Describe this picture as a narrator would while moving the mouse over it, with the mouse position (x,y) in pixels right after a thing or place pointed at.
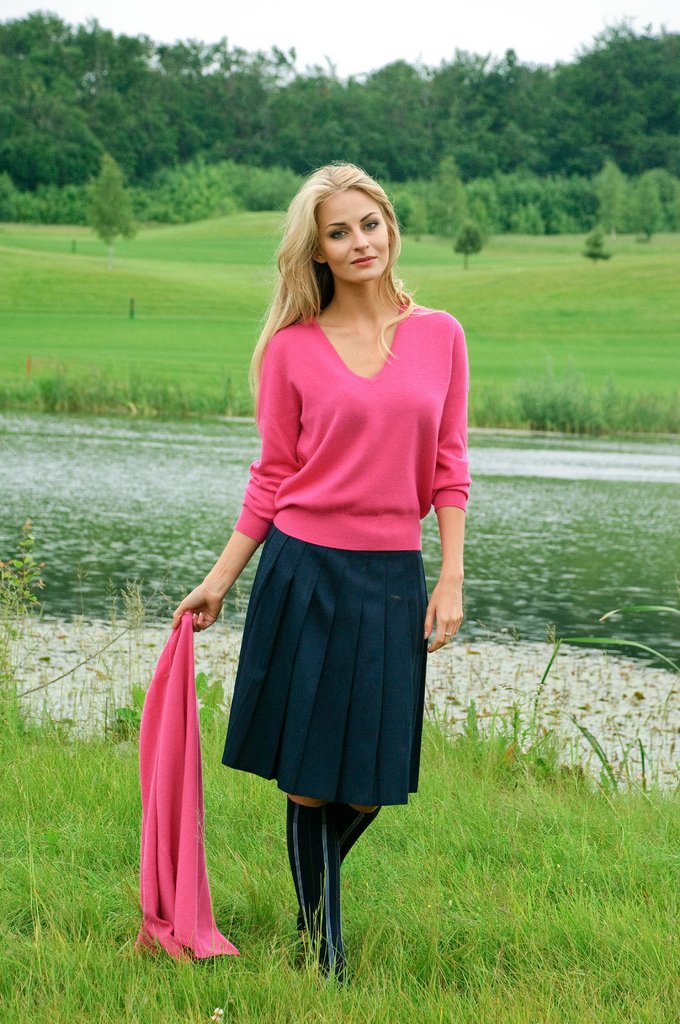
In this image I can see a woman (394,510) is standing and holding a pink color cloth (178,736) in the hand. In the background (510,554) I can see the water (492,544), the grass (490,736), trees (389,138) and the sky (347,36).
